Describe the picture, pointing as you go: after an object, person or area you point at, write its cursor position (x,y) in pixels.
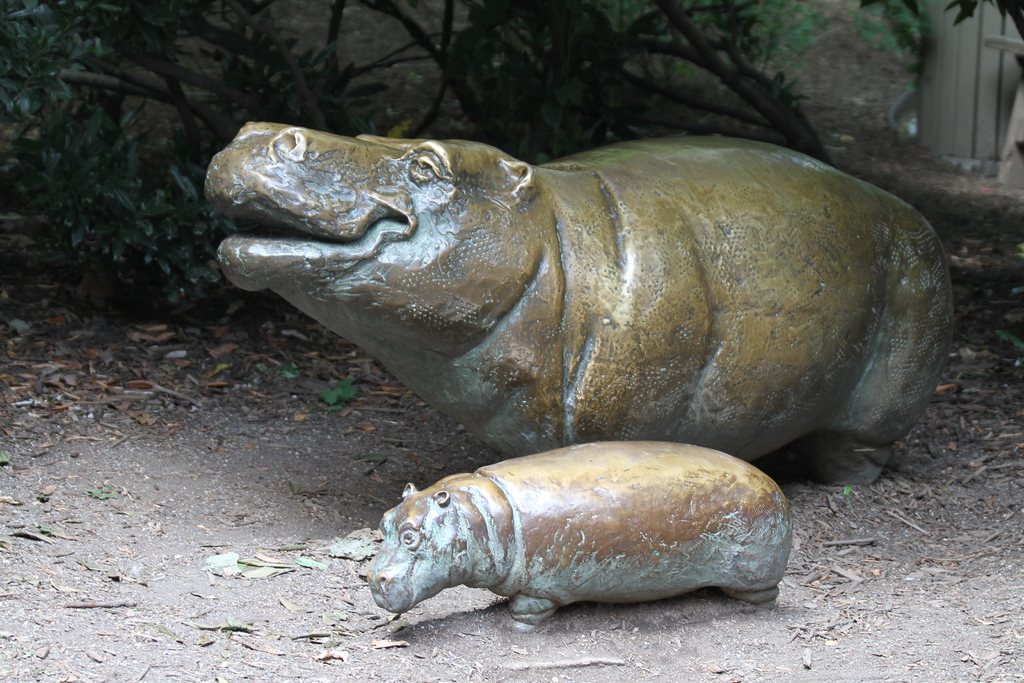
In this image in front (834,310) there are depictions of animals (508,357). In the background of the image (485,105) there are plants (276,82). At the bottom of the image (912,606) there is a soil (838,618).
